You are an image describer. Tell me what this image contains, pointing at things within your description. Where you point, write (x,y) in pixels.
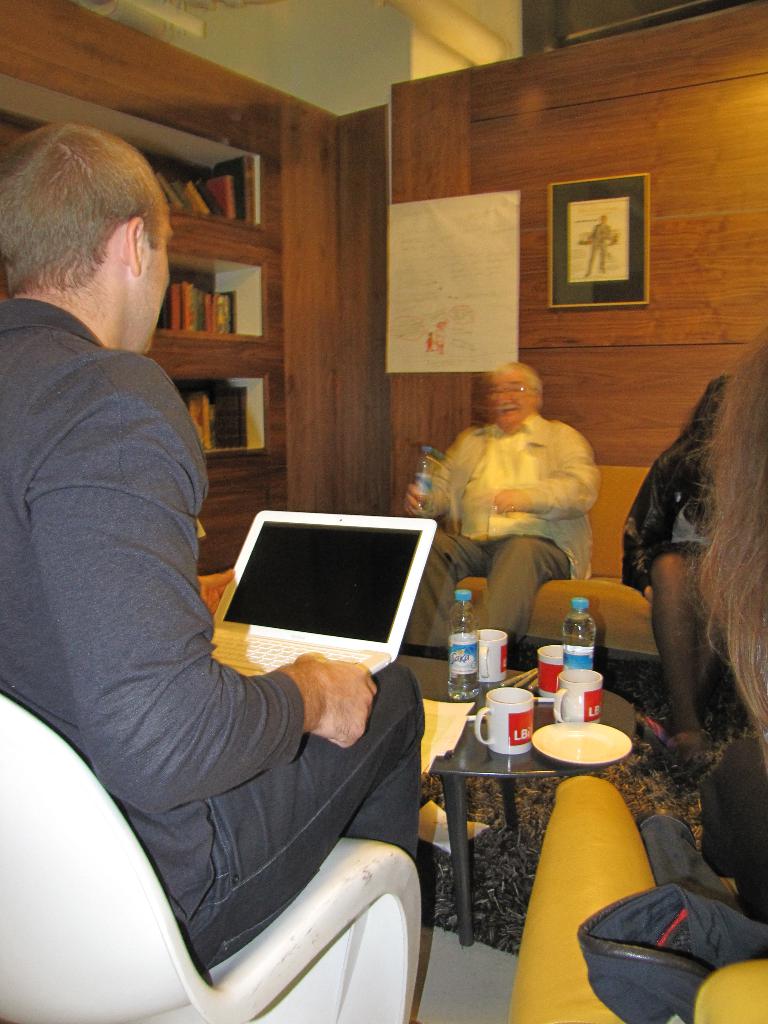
As we can see in the image there is a photo frame (609,250), few people (129,697) sitting on sofas (540,610) and there is a table (476,743). On table (476,743) there are bottles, plate (583,727) and cups (560,696).
